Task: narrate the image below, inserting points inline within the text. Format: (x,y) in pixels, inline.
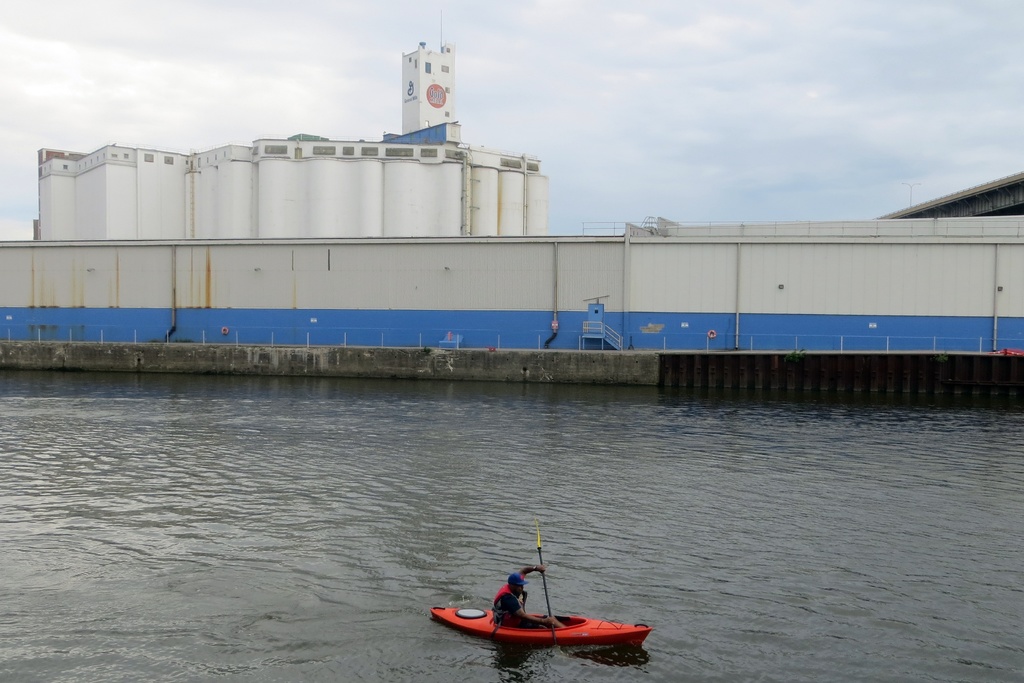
In this picture I can see there is a person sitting in the boat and sailing on the water (362,483) and there is a building (339,320) in the backdrop (135,276) and the sky (287,122) is cloudy.
